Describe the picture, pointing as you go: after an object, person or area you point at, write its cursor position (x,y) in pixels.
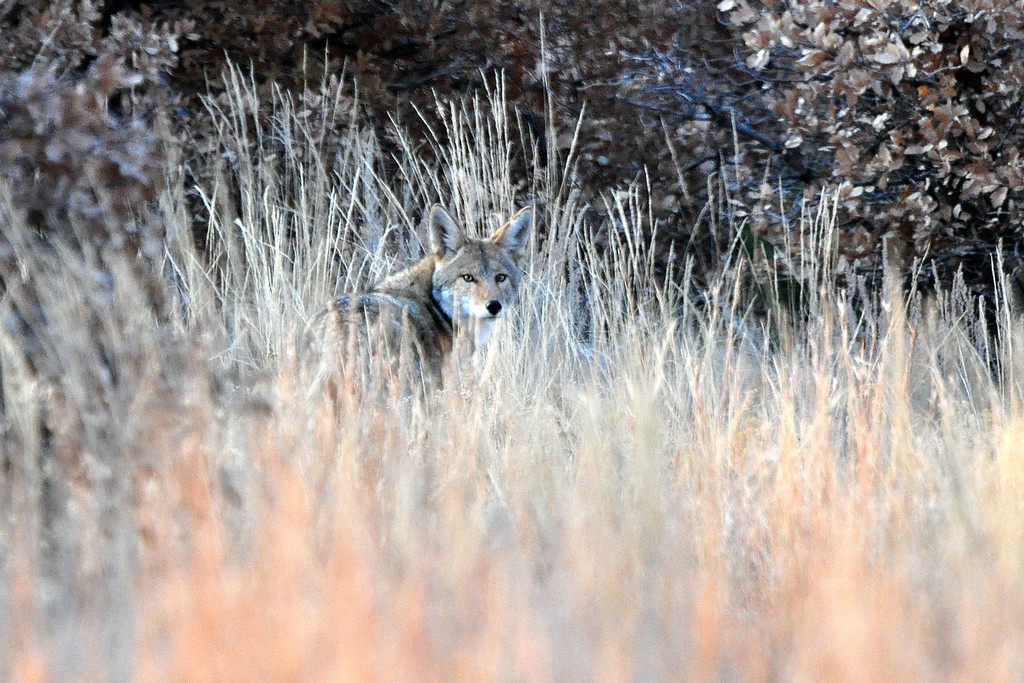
In this image I can see an animal (338,354) which is in white and brown color. It is in-between the dried grass (587,407). To the side I can see many trees (670,125).
